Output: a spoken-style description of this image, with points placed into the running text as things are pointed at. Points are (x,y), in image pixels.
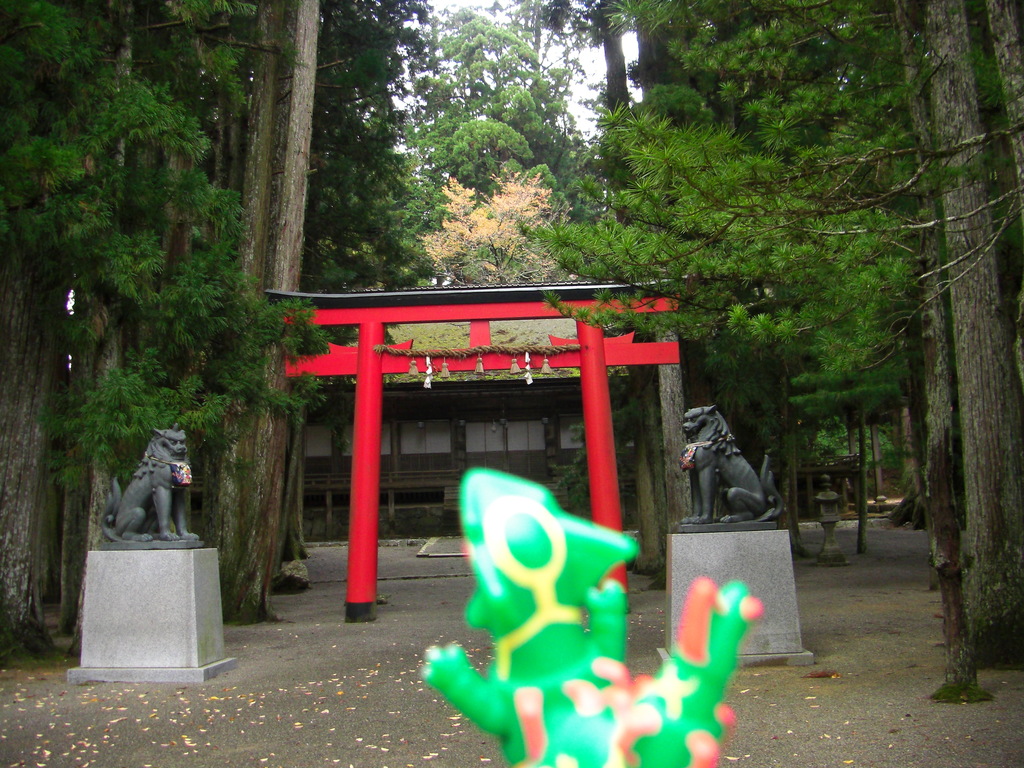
In this image, we can see a toy (608,653) and in the background (377,371), there are statues (176,541) and there is an arch (597,440) and a shed (420,339) and we can see trees (463,156) and poles (371,339). At the bottom (308,693), there is road (315,704).
